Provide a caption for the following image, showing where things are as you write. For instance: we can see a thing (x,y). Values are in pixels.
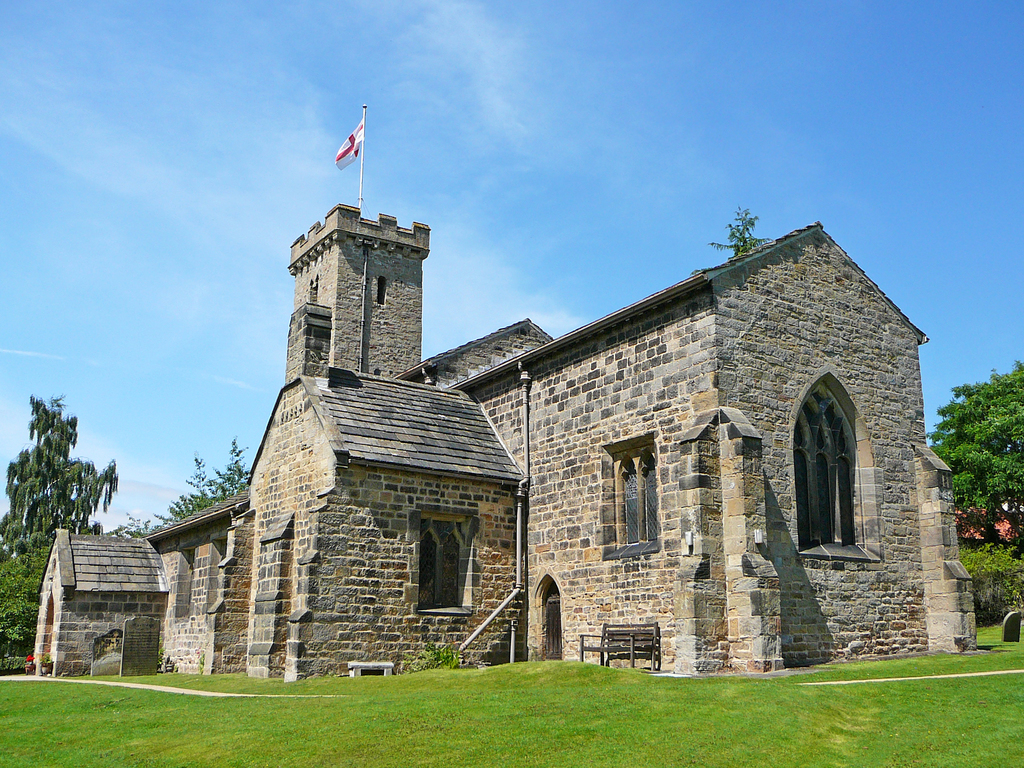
At the bottom of this image (673,703), there is grass (673,703) on the ground (673,703). In the background (260,549), there is a building (286,390), which is having windows (828,435), there are trees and there are clouds (328,116) in the sky (987,330).
